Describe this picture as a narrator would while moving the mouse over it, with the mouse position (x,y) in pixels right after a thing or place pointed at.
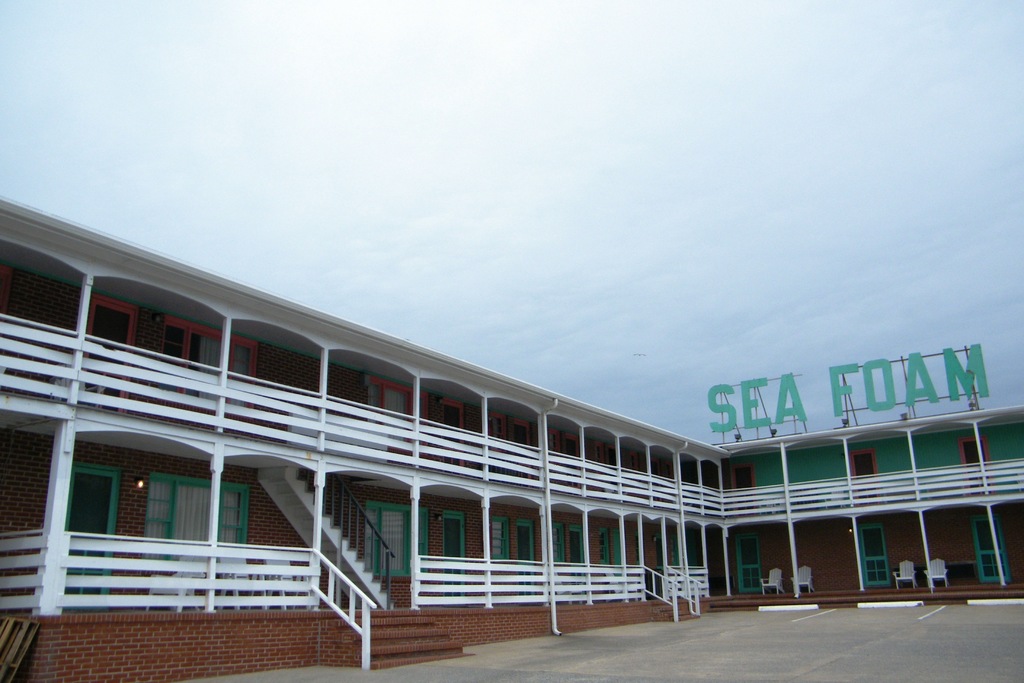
In this image, we can see a building (568,476). There are chairs (772,576) in the bottom right of the image (931,577). There is a sky (639,136) at the top of the image (441,53).
